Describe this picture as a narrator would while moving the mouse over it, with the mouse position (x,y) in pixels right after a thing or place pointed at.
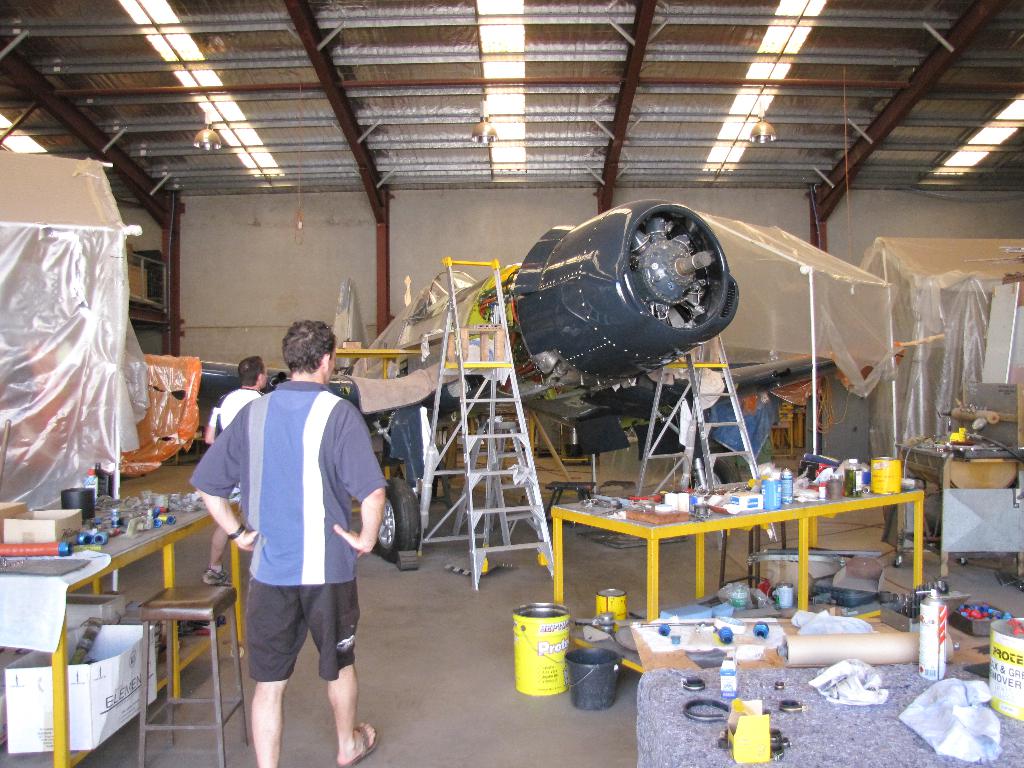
The two persons (295,449) are standing. There is a table (559,536) on the right side (772,514). There is a bottle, bowl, machine equipment (720,494) on a table (732,515). There is a another table (121,564) on the left side (103,559). There is a bottle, bowl (74,497), caps (72,550) on a table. The aircraft (577,356) in the center part (577,291). we can see in the background (371,205) wall (459,202).
